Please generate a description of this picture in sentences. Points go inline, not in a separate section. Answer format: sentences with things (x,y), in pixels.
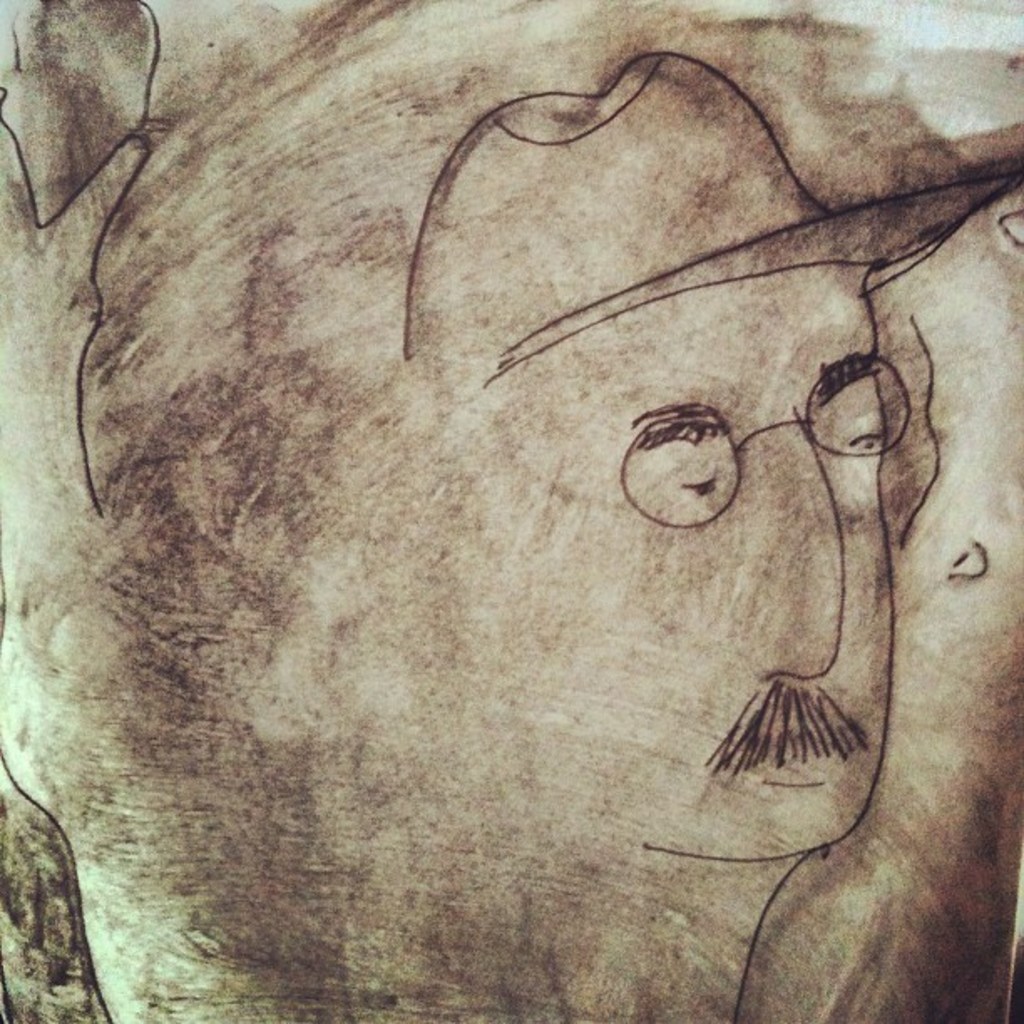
In this image I can see a person sketch (641,206). It is in brown, black and white color.
